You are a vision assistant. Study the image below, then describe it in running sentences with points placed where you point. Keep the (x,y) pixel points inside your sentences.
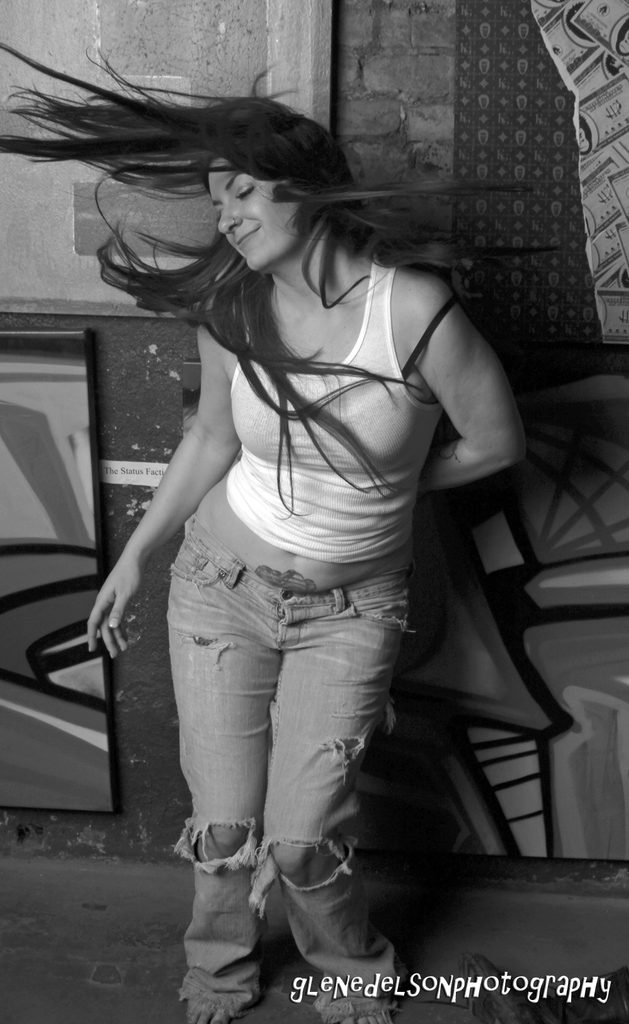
It is a black and white image. In this image at front (225,955) there is a person (266,792) standing on the floor (272,978). At the back side (395,831) there is a wall (388,78).
